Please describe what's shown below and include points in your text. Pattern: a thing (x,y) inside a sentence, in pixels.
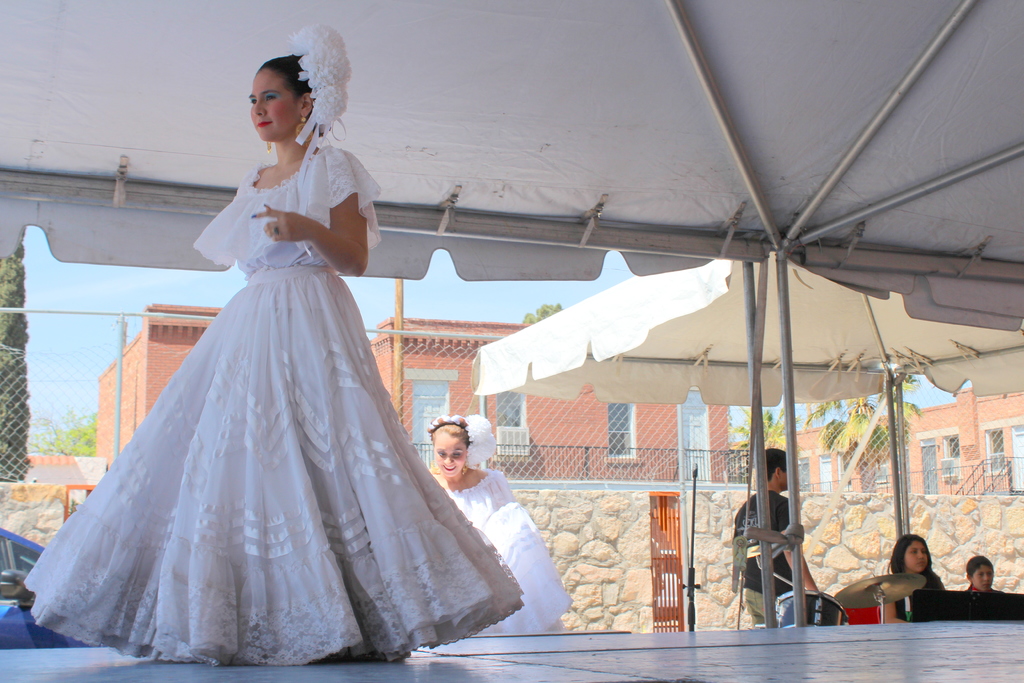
In this image I can see the person (178,484) is wearing the white color dress (238,370) and the person (243,317) is standing under the tent (474,197). In the background (472,497) I can see another person (530,542) with white color dresses (521,528). To the side I can see the musical instruments (815,612) in-front of few people (762,605). In the background (572,527) I can see the wall (569,556) and the railing (540,479). I can also see the buildings (660,416), trees (6,363) and the sky (407,317).
